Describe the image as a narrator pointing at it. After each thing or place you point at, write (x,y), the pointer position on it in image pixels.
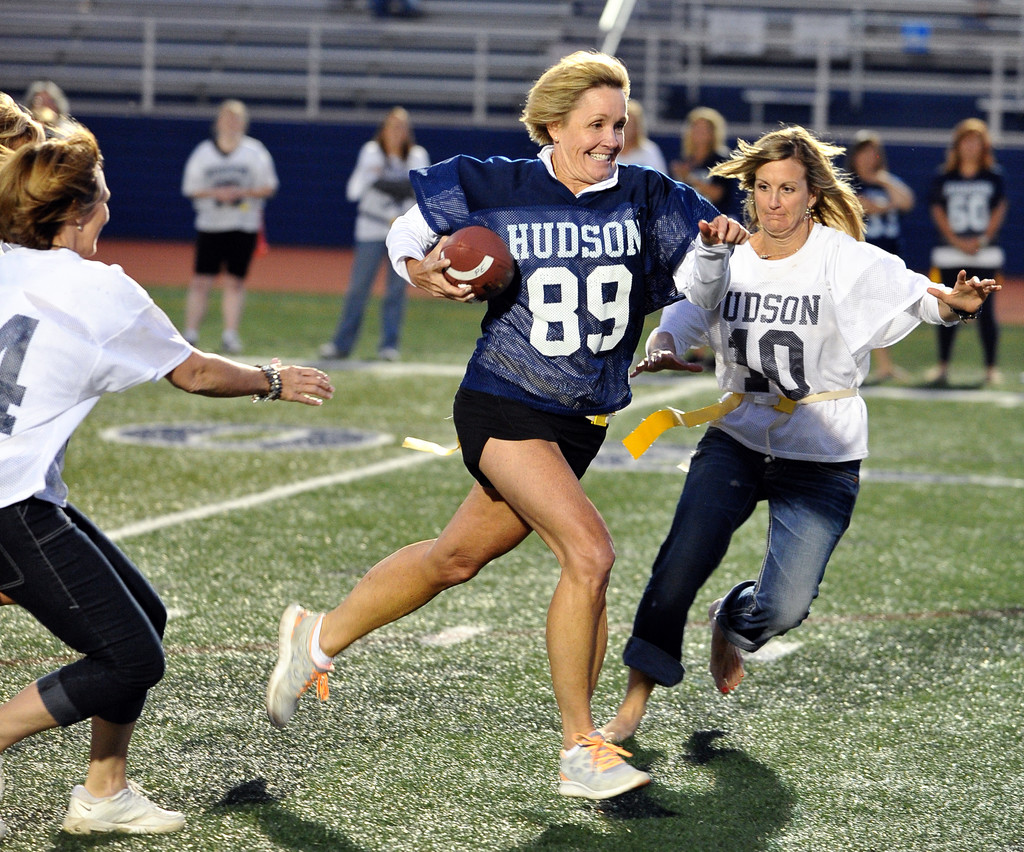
There are three women (511,432) running. One woman (553,374) in the middle (544,343) is holding the rugby ball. At background (241,182) I can see few people (691,143) standing and watching their game. this looks like a stadium (776,34).
